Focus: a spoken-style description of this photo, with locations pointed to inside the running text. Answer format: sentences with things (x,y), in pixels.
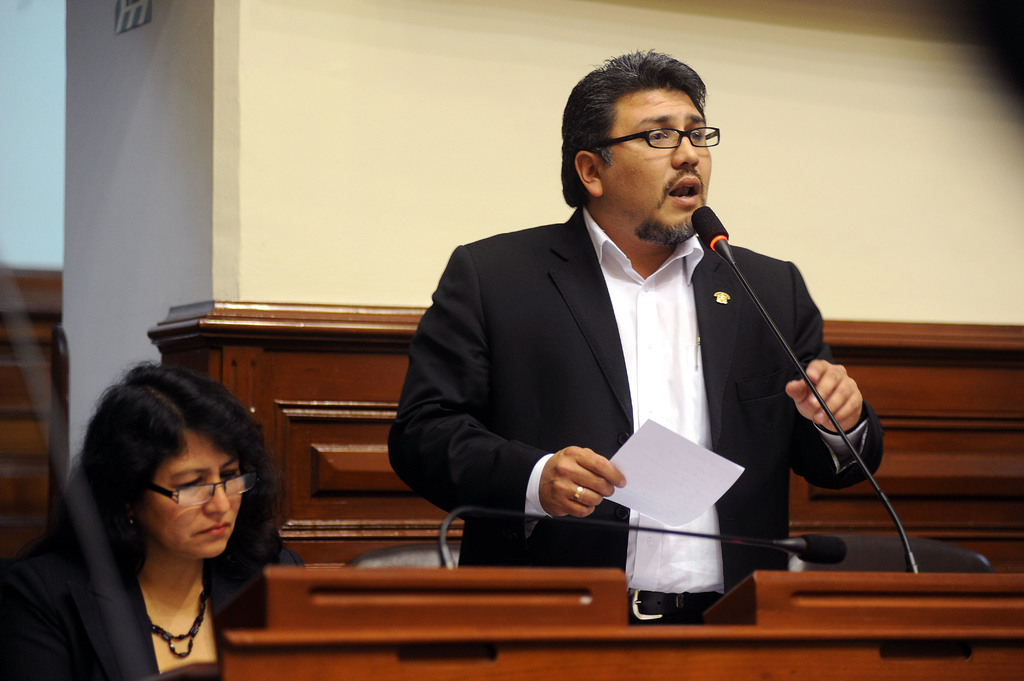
In the foreground of the picture (632,589) there are tables (529,572), chairs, mic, a woman (227,581) and a man (639,419). The man (644,342) is standing, he is holding a paper (661,460) and speaking. In the background (401,99) it is wall (435,69).
